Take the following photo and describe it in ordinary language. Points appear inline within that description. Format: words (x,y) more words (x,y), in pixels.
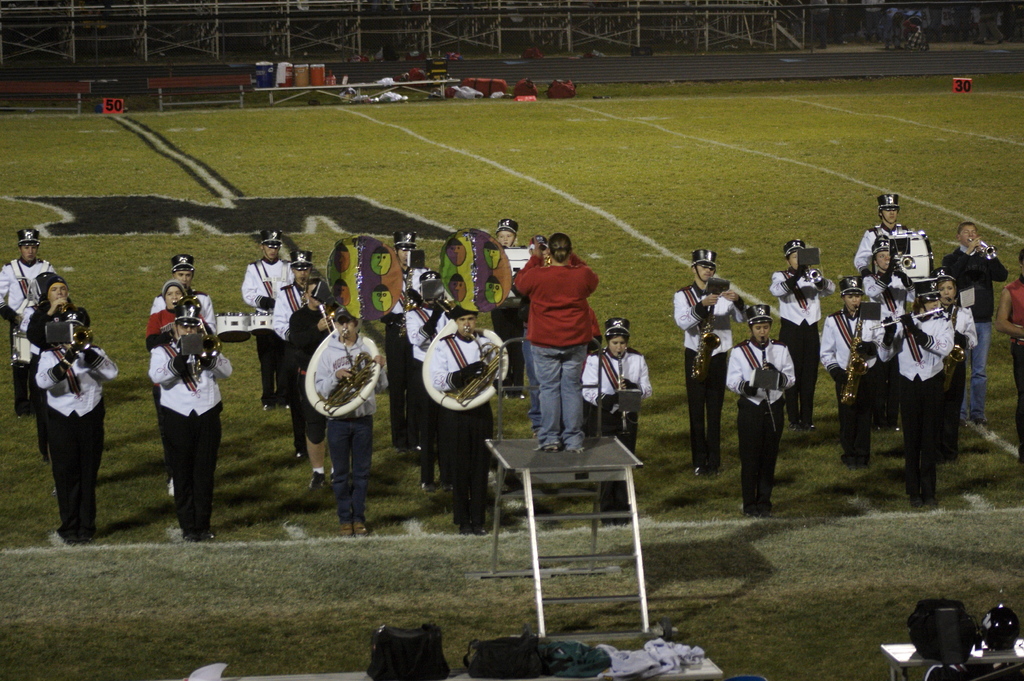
On the left side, there are a bags (426,659) and clothes (623,656) on the bench (684,669). On the right side (1007,643), there is bag (966,612) and helmet (1008,622) on the table (912,644). In the background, there is a person (555,270) in red color top (568,344), standing on a platform (525,455). Beside this person (552,306), there are other persons (959,259) holding musical instruments (73,344) and playing, standing on the grass (766,281) on the ground (786,491). In the background (297,74), there are tins (264,70) and other objects (499,84).
